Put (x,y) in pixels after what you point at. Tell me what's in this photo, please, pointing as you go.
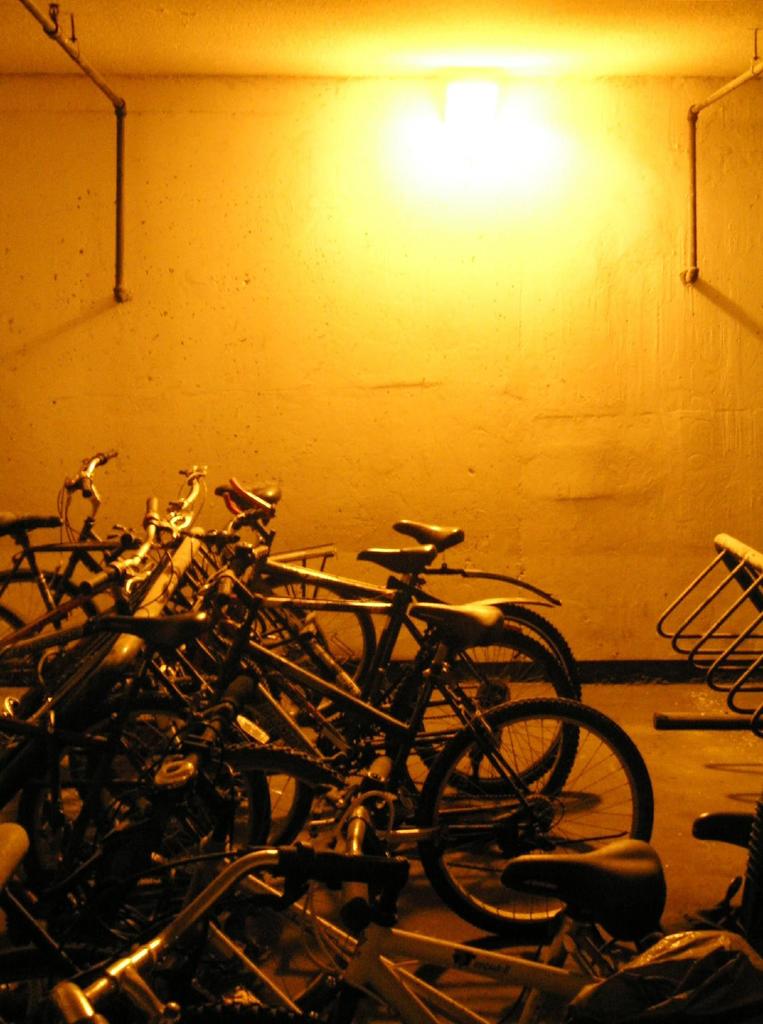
In this image we can see a group of bicycles (251,686). Behind the bicycles (302,763) we can see the wall (349,295). On the wall (428,254) we can see a light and metal objects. At the top (398,35) we can see a roof (398,35). On the right side (715,625), we can see a metal object (734,554).
